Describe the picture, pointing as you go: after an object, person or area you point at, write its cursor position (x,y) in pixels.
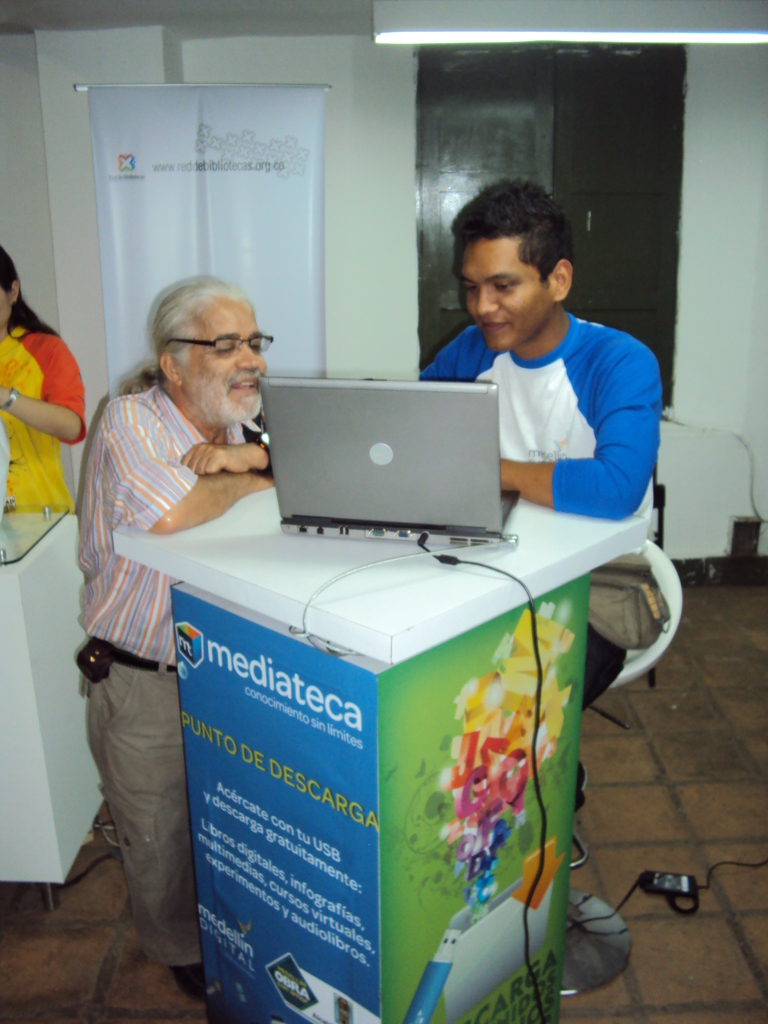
In this picture a guy (571,501) is sitting behind the table (567,546) and operating a laptop (359,523), on the other side an old man (162,421) is looking towards the laptop (373,383). In the background (58,368) we find a lady (58,368) is behind a table (58,565) and there is a white poster (135,230) in the background (296,295), there is also a wooden door (515,117).
